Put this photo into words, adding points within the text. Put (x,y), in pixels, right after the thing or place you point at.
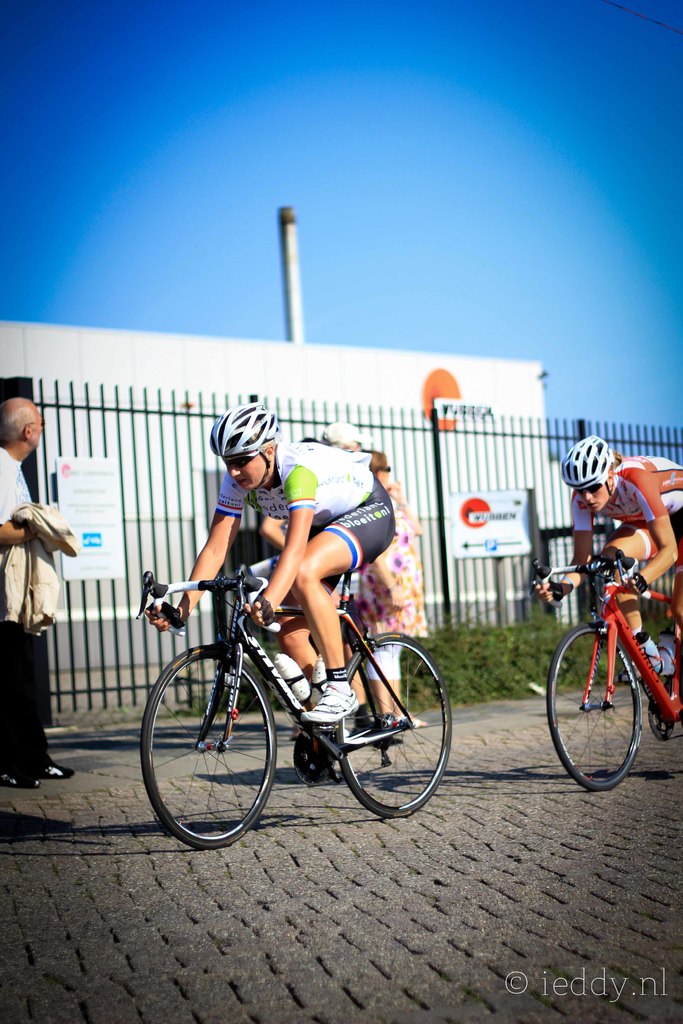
In this image we can see some persons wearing sports dress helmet (270,433) riding bicycle (353,679) and at the background of the image (8,480) there are some persons (8,480) standing near the fencing (193,518), there is house (62,365) and clear sky (304,199).
